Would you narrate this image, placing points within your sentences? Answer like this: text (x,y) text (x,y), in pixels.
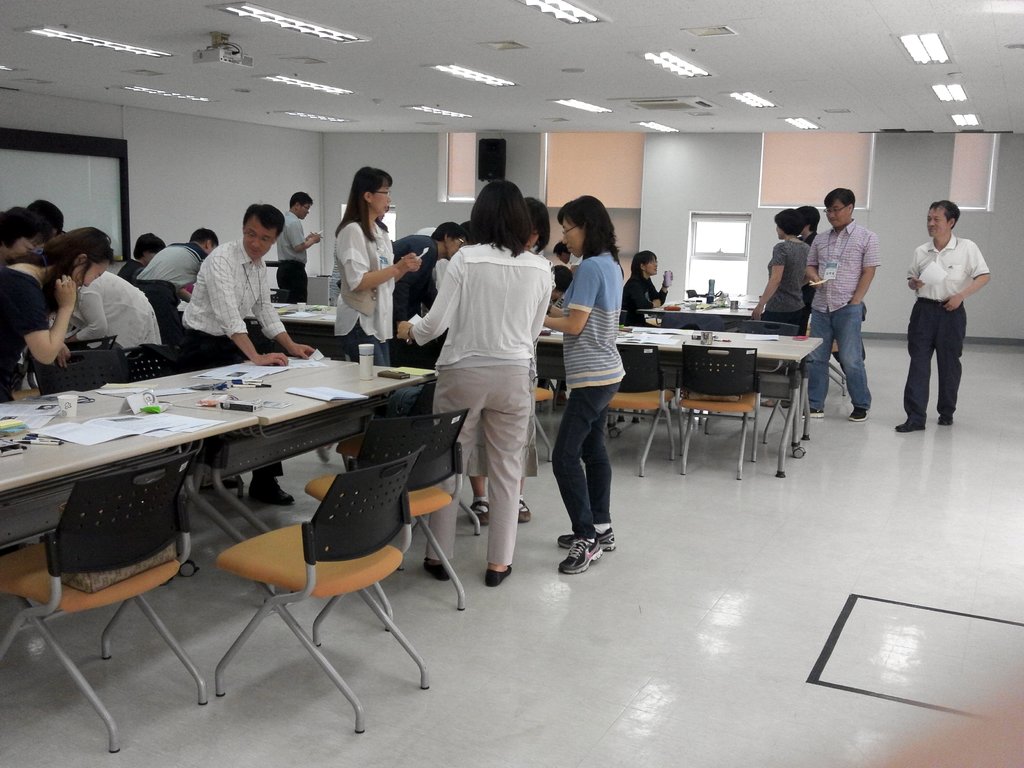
There are many people (459,241) standing in this room (276,259). There are tables (339,378) and chairs (635,381) in this room (664,385). In the ceiling (193,36) there is a projector (212,59). On the table (152,382) there are papers (144,422).
